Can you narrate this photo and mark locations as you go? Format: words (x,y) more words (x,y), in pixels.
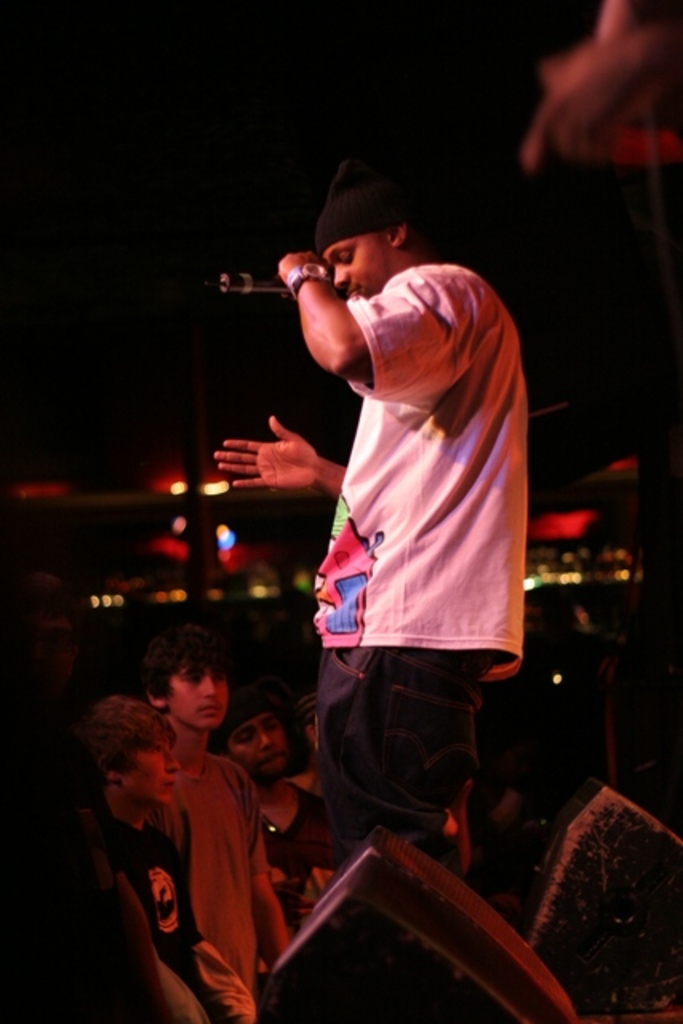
In this image, in the middle (378,425), we can see a man (405,362) standing and holding a microphone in his hand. On the left side (123,861), we can see a group of people (144,1007). In the middle of the image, we can see a speaker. On the right side (671,938), we can see a object (580,869) which is in black color. In the background (318,516), we can see some lights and black color.
